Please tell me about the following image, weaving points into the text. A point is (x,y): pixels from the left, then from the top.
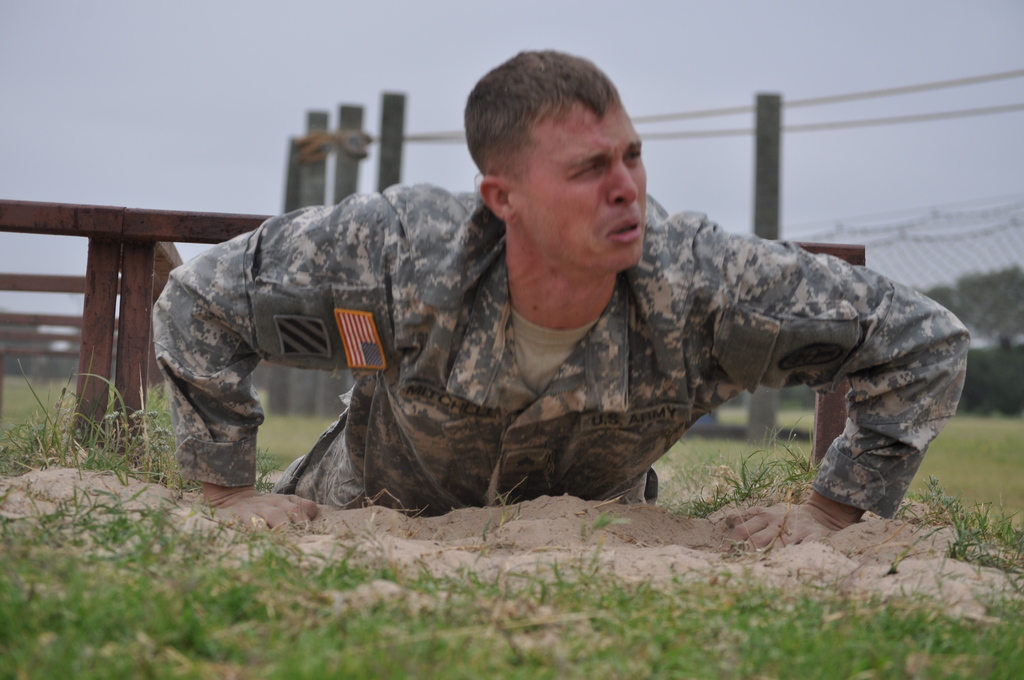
In the picture we can see a grass surface (470,653) with some mud (410,569) on it and a man (262,332) on it, and he is in an army uniform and he is in training and behind him we can see some poles (276,408) and ropes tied to it and behind it we can see a sky (178,177).
